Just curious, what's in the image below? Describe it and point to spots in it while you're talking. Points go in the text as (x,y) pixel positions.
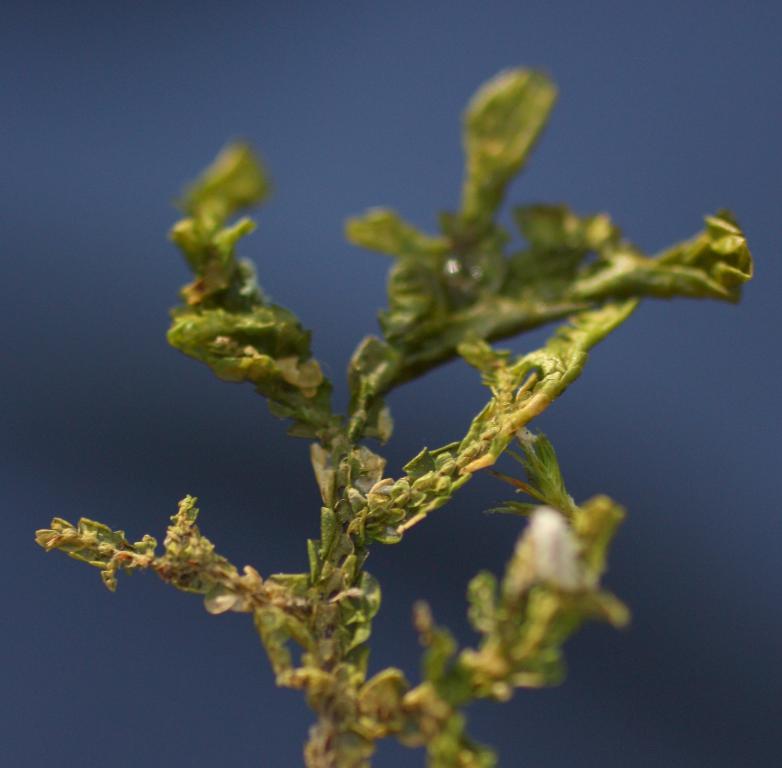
In this image we can see there is a plant (206,327).
